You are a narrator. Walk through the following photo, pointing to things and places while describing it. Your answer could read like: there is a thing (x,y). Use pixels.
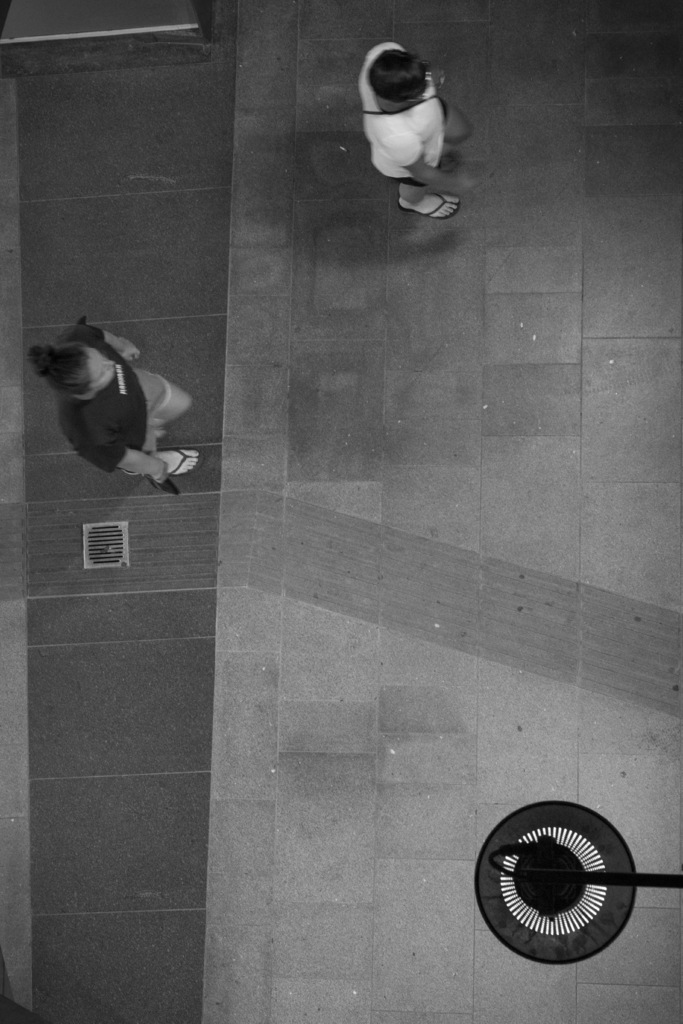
In this image, we can see persons (115,396) wearing clothes (105,431). There is an object (511,848) in the bottom right of the image (583,860).
